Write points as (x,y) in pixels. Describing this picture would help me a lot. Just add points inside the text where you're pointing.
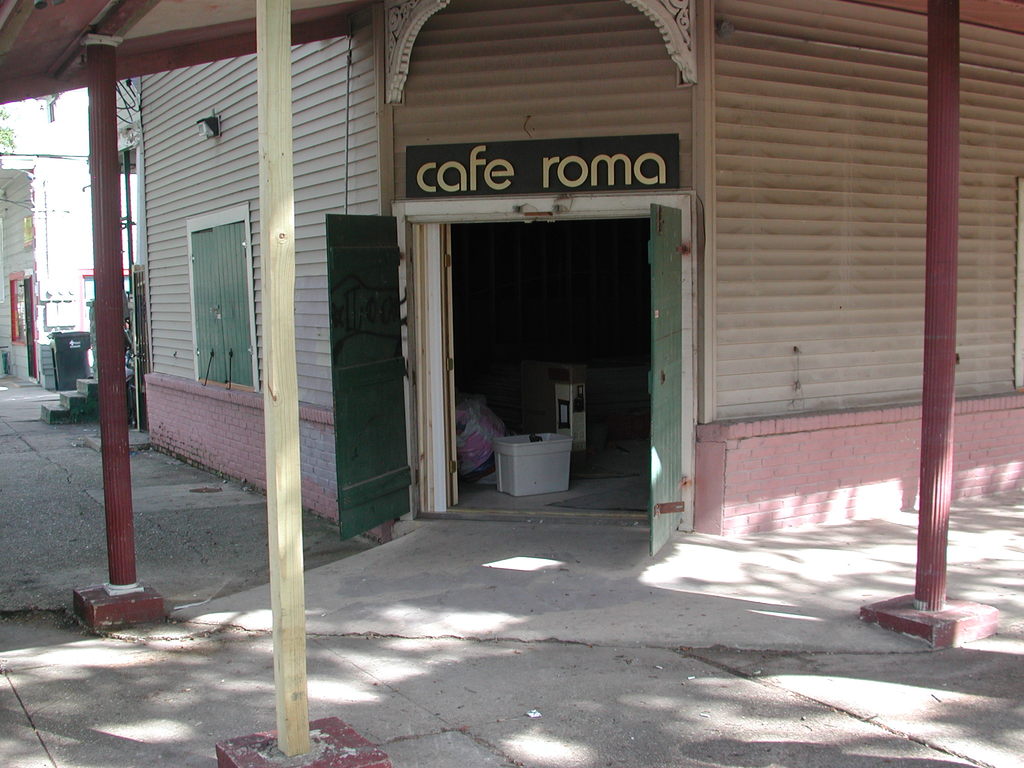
In this image I can see few buildings (94,18), windows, doors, stairs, dustbins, poles (294,482) and few objects (516,446) inside the building (518,361).
